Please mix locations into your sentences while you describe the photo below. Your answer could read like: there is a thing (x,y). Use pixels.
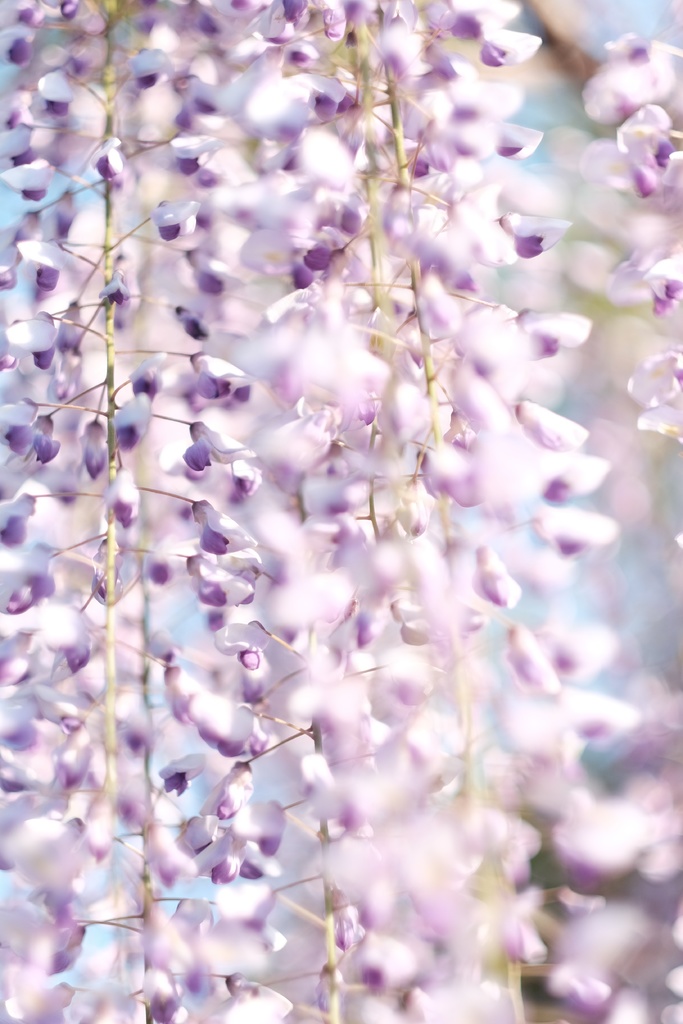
In this picture we can see stems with flowers (377,749) and in the background (132,681) we can see it is blurry.
